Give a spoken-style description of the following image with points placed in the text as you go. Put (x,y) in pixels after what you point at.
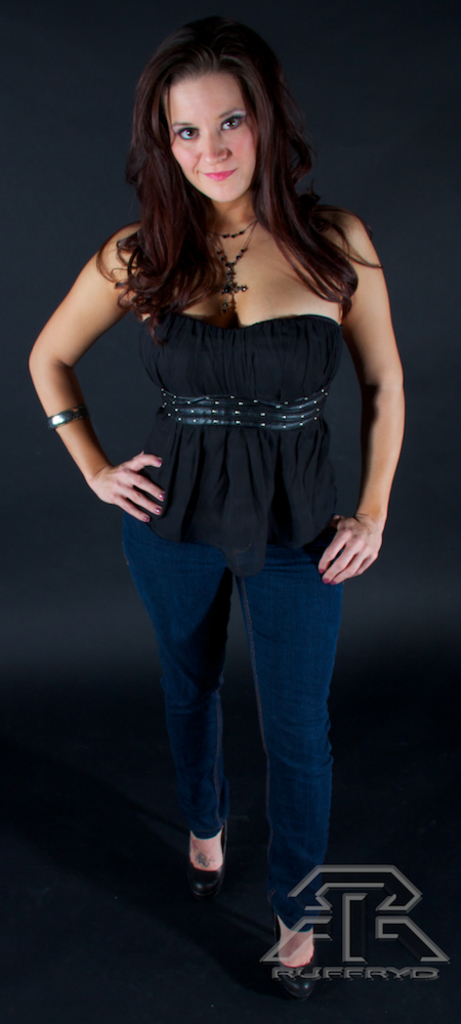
In this picture we can see a woman (376,438), she is smiling and in the background (350,496) we can see it is dark, in the bottom right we can see a logo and some text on it.
